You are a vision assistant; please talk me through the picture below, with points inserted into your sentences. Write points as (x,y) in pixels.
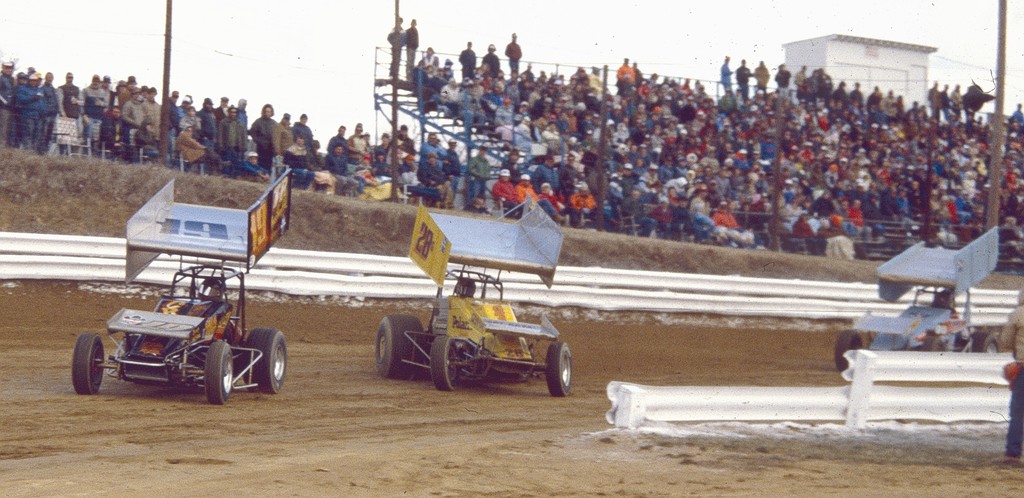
In the image we can see there are vehicles (522,344) racing on the ground (454,416) and there are people (948,298) sitting in the vehicle (190,304). They are wearing helmet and there are spectators (512,95) standing and others are sitting on the stairs (703,128). Behind there is a cloudy sky (302,85).
